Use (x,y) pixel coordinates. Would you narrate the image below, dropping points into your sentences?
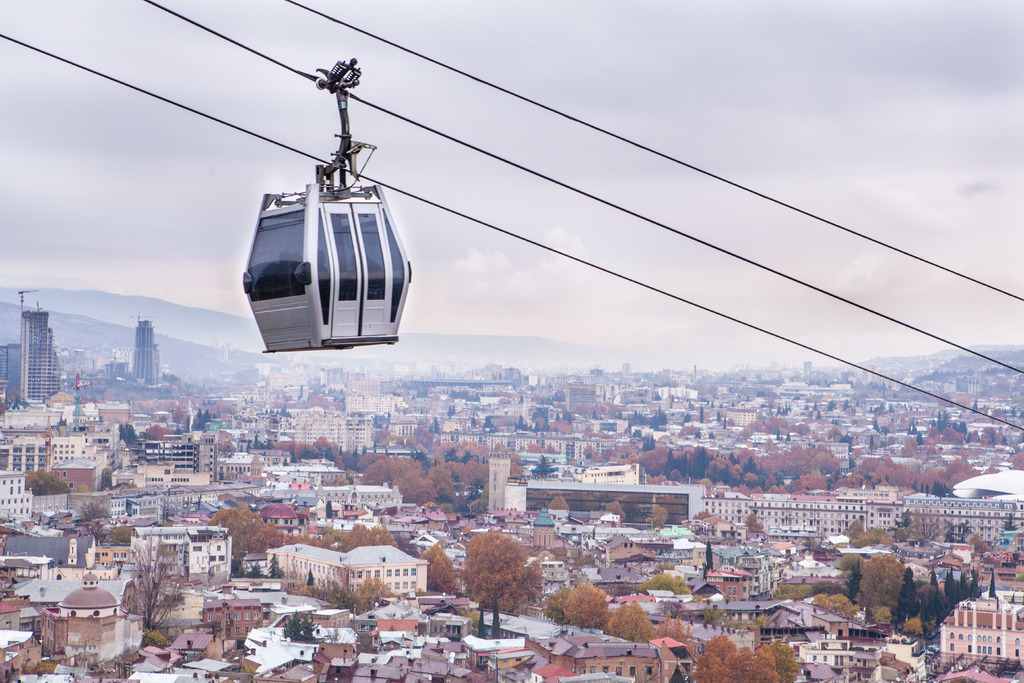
In this image there is the sky (669,207), there are buildings (150,339), there are trees (623,618), there are buildings (962,519) truncated towards the right of the image (953,414), there are buildings (29,381) truncated towards the left of the image (36,542), there are buildings (389,651) truncated towards the bottom of the image (152,661), there are trees (746,656) truncated towards the bottom of the image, there are mountains (132,312) truncated towards the left of the image (78,302), there is a ropeway (356,309), there are wires (663,226) truncated.
